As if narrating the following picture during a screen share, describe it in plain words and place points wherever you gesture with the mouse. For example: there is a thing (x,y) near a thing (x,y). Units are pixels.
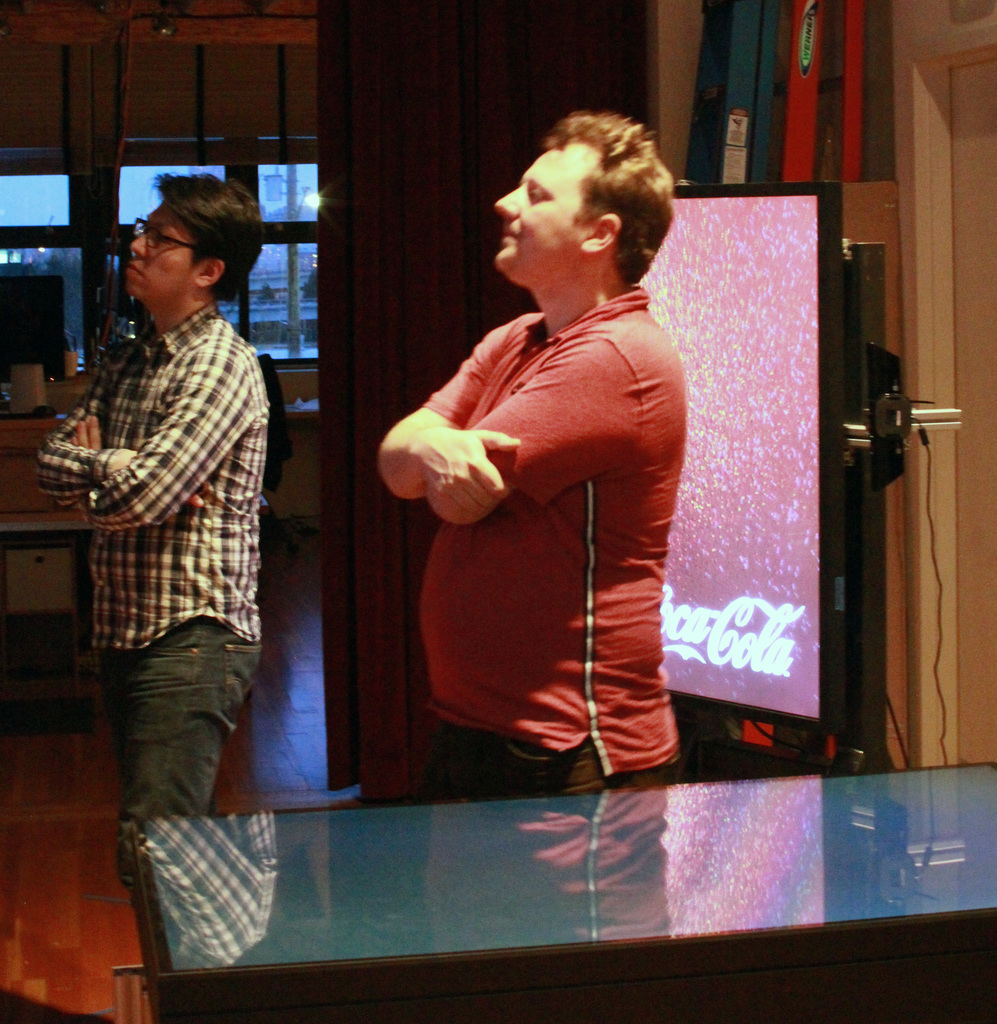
In this image we can see two persons (230,208) are standing beside there is a table (787,871). We can see display board (767,514) and in the background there is a glass window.
